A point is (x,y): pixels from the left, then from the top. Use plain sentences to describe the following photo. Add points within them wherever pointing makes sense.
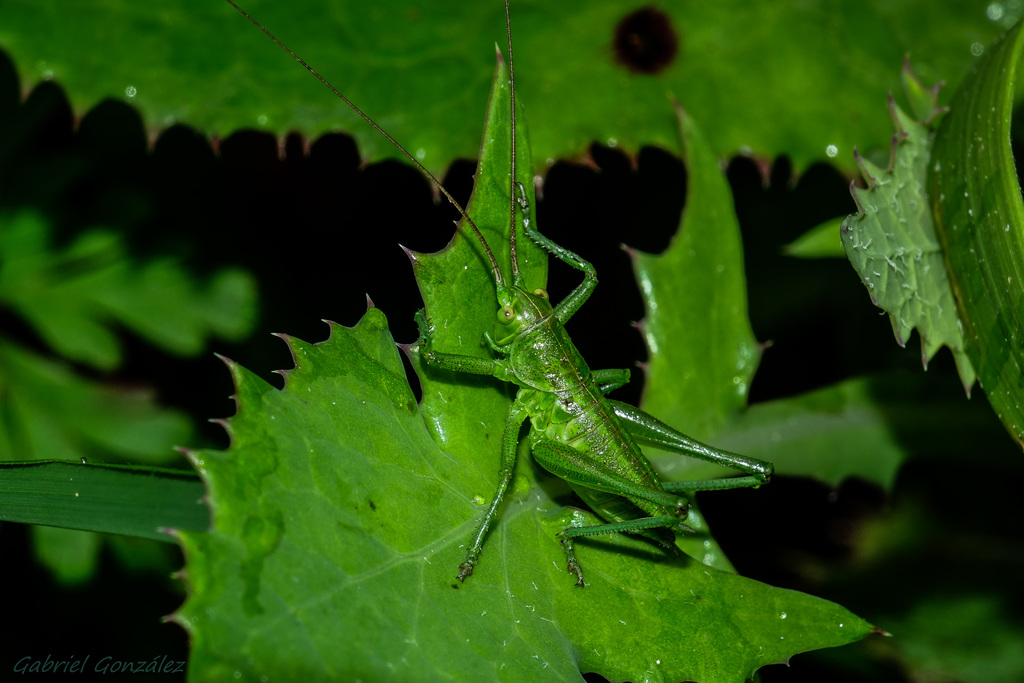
In the picture I can see an insect (515,299) on the green leaf (495,405).
